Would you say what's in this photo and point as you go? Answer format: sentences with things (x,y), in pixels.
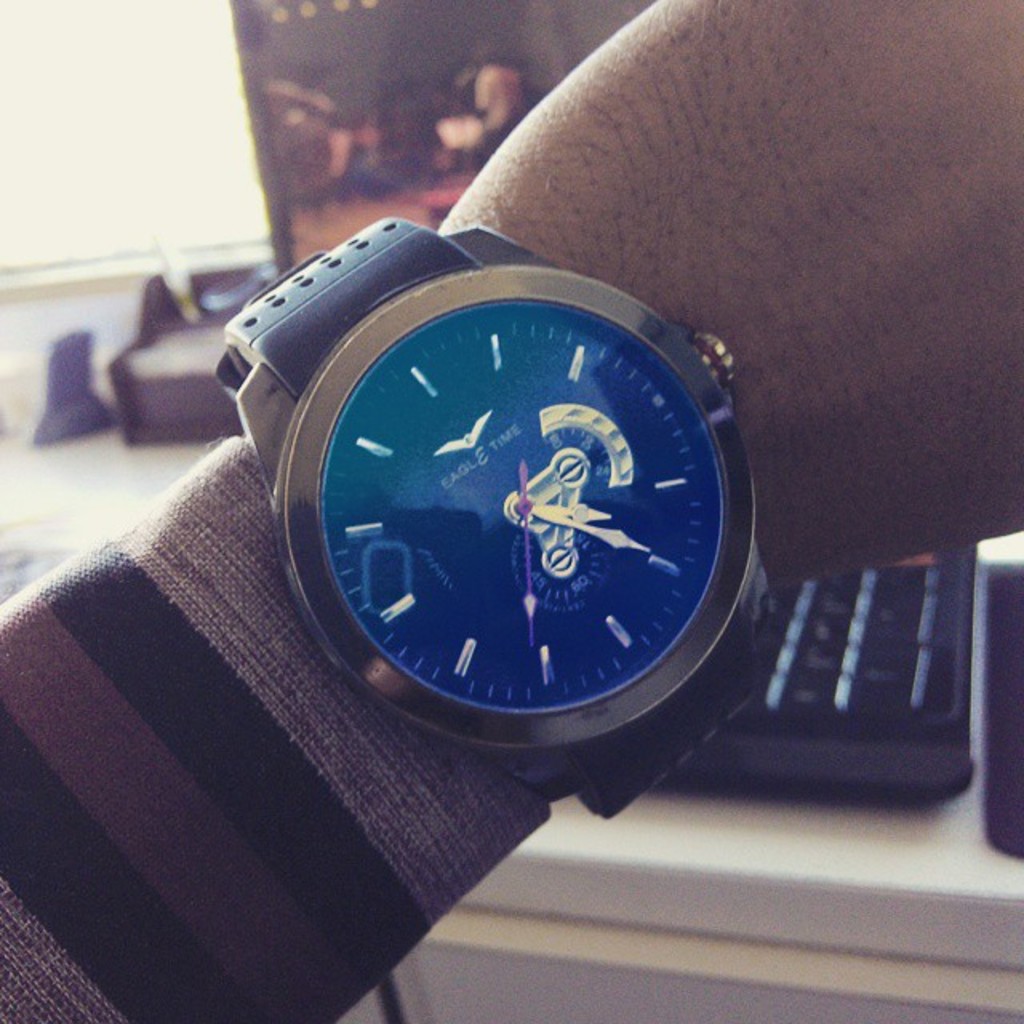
In the center of the image (600,425) a person hand (735,270) and wrist watch (475,453) are present. At the bottom of the image (894,921) table (876,972) is there. In the middle of the image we can see keyboard (801,632), screen (343,220) and object (170,381) are present.
